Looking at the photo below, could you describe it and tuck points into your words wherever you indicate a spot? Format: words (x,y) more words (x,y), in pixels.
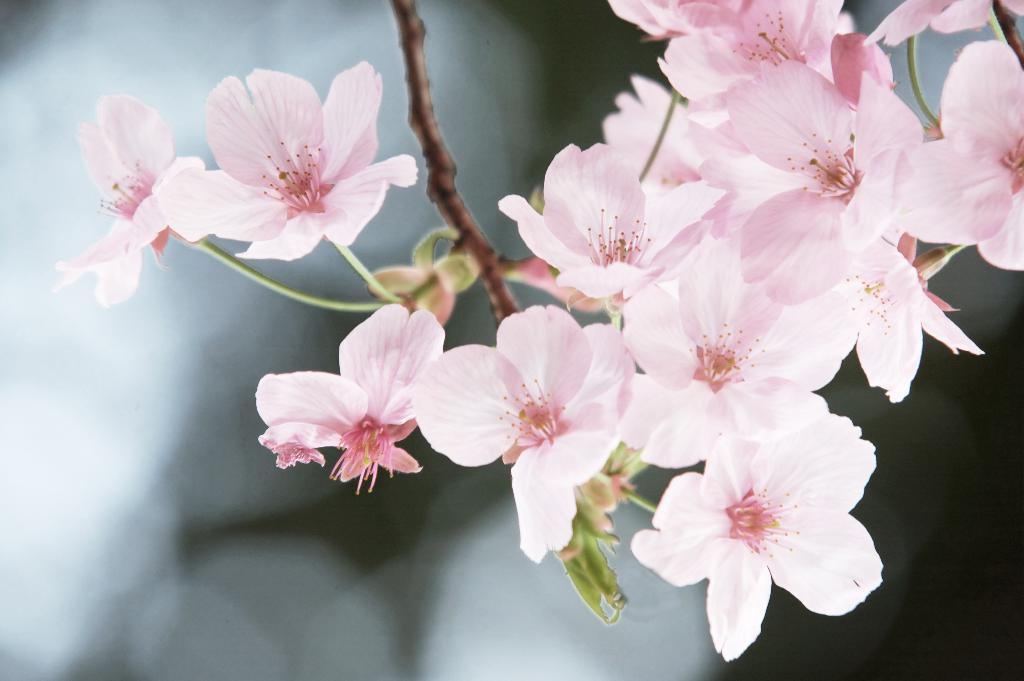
This image consists of flowers (658,293) in pink color. In the middle (493,272), there is a stem (502,306). At the bottom (601,569), there is a leaf (596,560). The background (105,646) is blurred.
